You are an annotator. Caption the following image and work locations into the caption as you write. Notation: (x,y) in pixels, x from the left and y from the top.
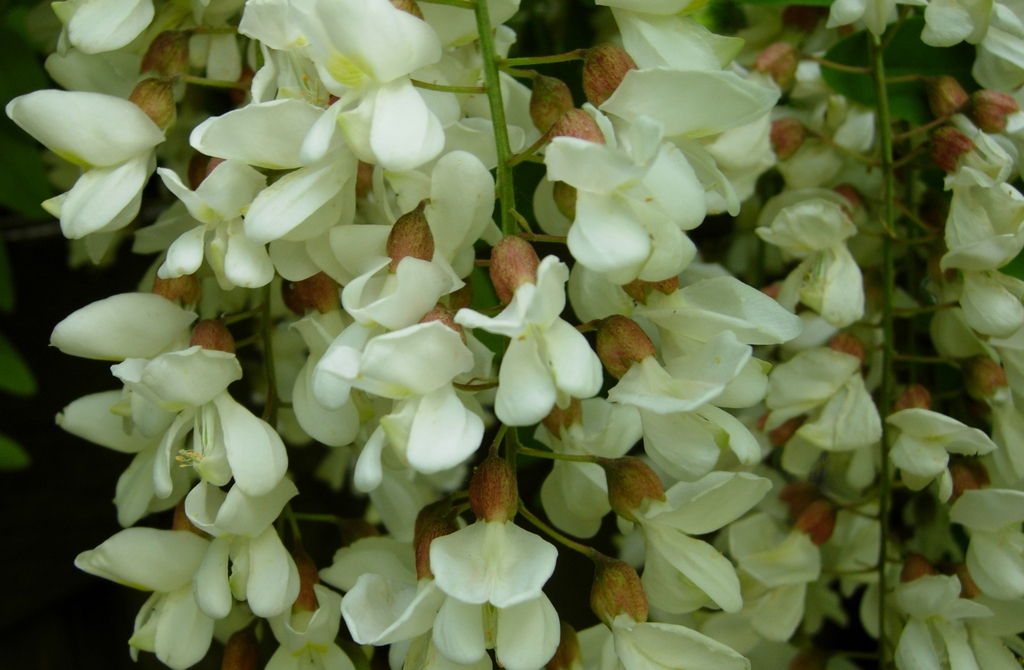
In this image I can see number of white colour flowers (520,342). I can also see this image is little bit in dark from background (21,589).
